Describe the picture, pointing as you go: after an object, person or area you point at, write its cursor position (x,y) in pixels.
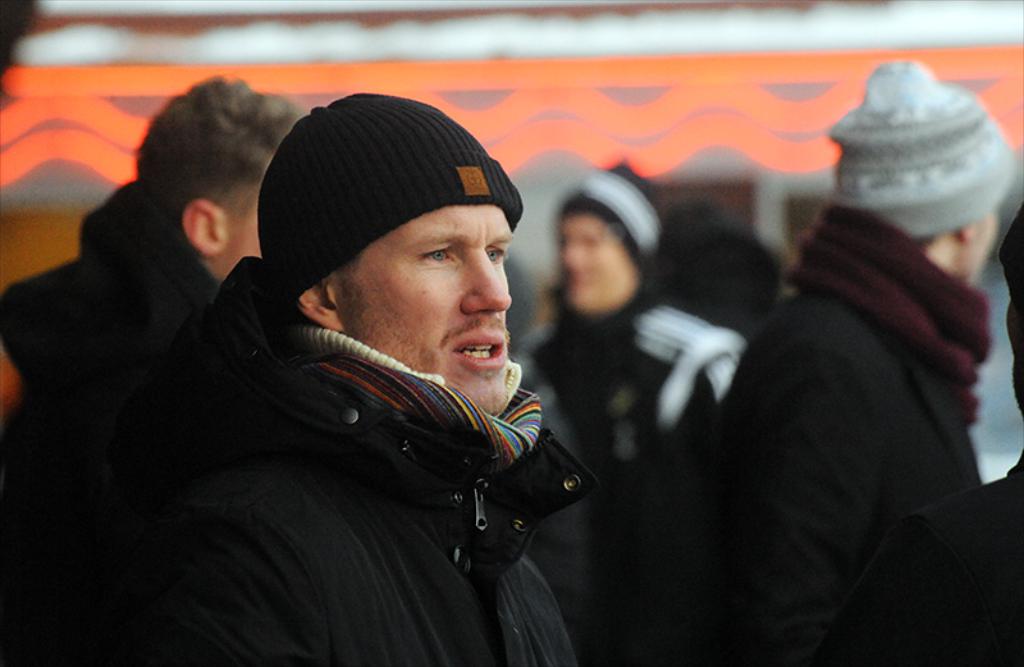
In this image in the middle (420,345) there is a man (414,332), he wears a jacket (413,448), cap (331,236). On the right (847,455) there is a man (823,520), he wears a jacket (779,559), cap (899,209). In the background (733,334) there are many people (179,237) and building (431,98).
